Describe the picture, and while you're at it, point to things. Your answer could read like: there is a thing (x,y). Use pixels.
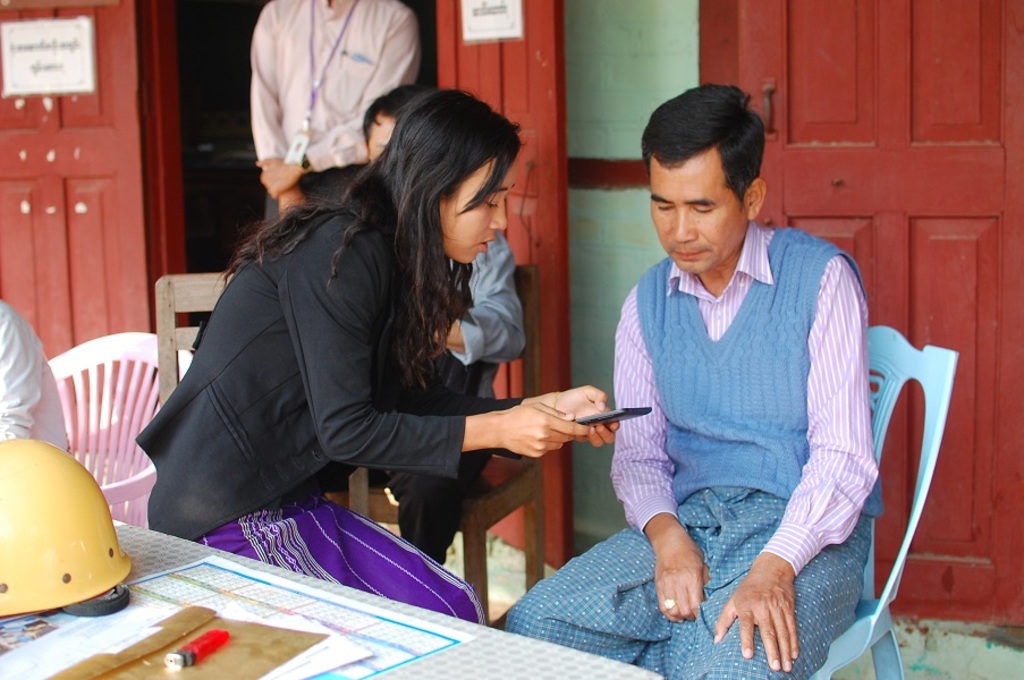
In the foreground of this image (330,599), there is a table (475,651) on which helmet (81,544), calendar (260,591), papers (320,662) and lighter (178,665) on it. In the background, there is a woman (375,367) holding a mobile (585,417) like an object (588,416) in her hand (588,398) and a man (752,513) sitting on the chair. Behind them, there are two men (508,336) sitting on the chairs (531,359), a man (392,75) standing, few red color doors (875,122) and a wall (630,65).
